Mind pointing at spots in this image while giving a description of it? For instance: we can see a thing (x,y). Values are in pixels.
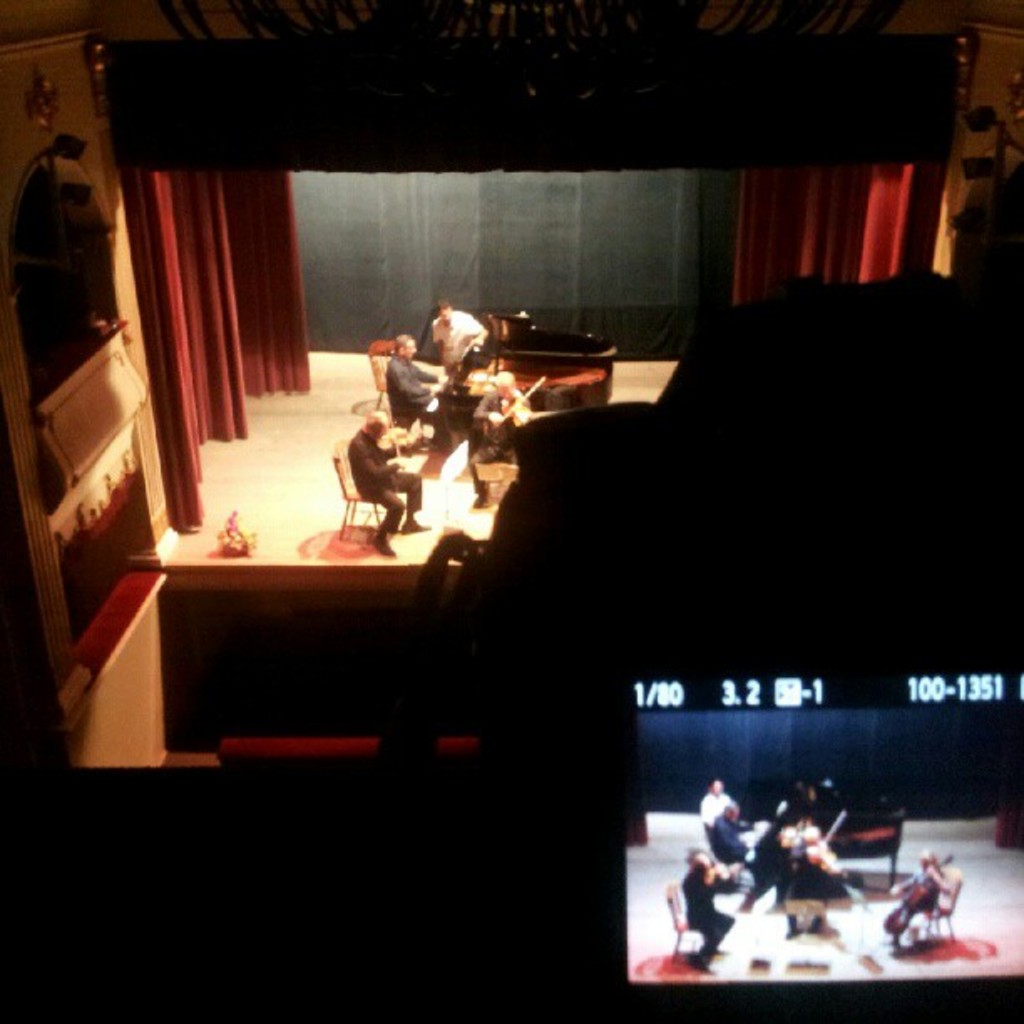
This is a picture of a stage performance. In the center of the picture (401,513) there are people (426,402) playing musical instruments (507,356). On the left (179,340) there is a red curtain (208,313). On the right (876,195) there is a screen (872,783) and a red curtain (802,231). At the top (363,81) there is a chandelier (576,68).
